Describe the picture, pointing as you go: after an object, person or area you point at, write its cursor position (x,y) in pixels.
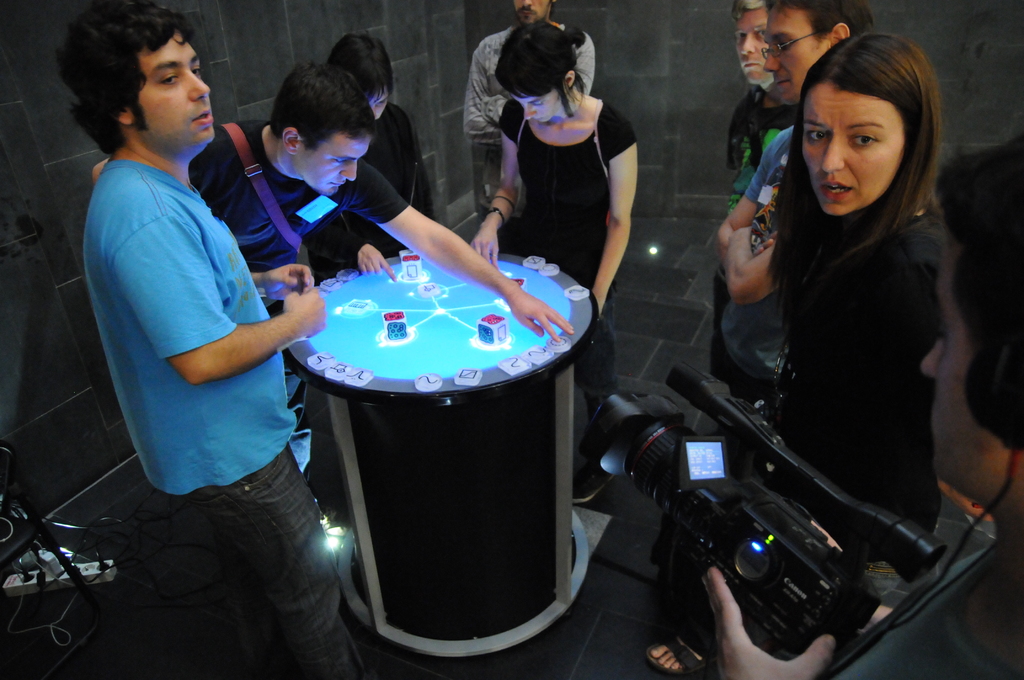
There are few persons (321,570) at the left side of the image (279,525) standing. Person (346,109) wearing a black shirt (362,211) is playing game on the light-up table (567,479). Person (996,460) at the right side (976,639) is holding a camera (774,599) wearing a headphones (1011,425). Beside there is a woman (823,334) in black shirt (875,310). Beside there are two persons (740,359) standing.
